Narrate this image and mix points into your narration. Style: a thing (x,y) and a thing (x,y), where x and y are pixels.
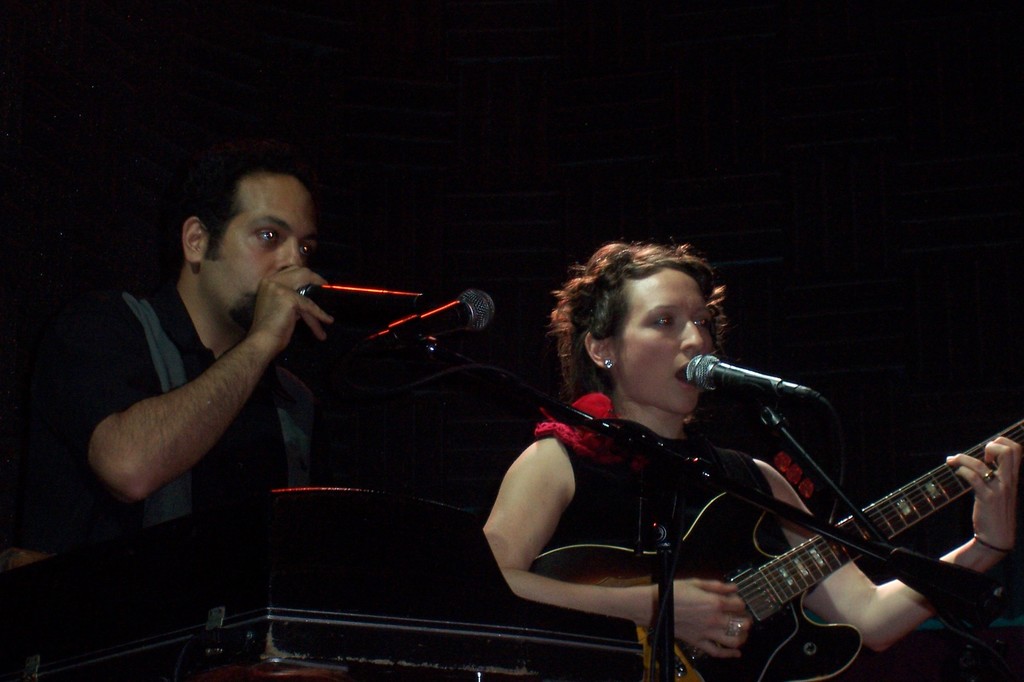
It is a music concert there are two people (615,481) in the image, a woman (580,479) and a man (275,396), both of them are singing song the woman (694,503) is also playing a guitar (803,576) she is wearing black shirt (651,463), the background (552,143) is very dark.
